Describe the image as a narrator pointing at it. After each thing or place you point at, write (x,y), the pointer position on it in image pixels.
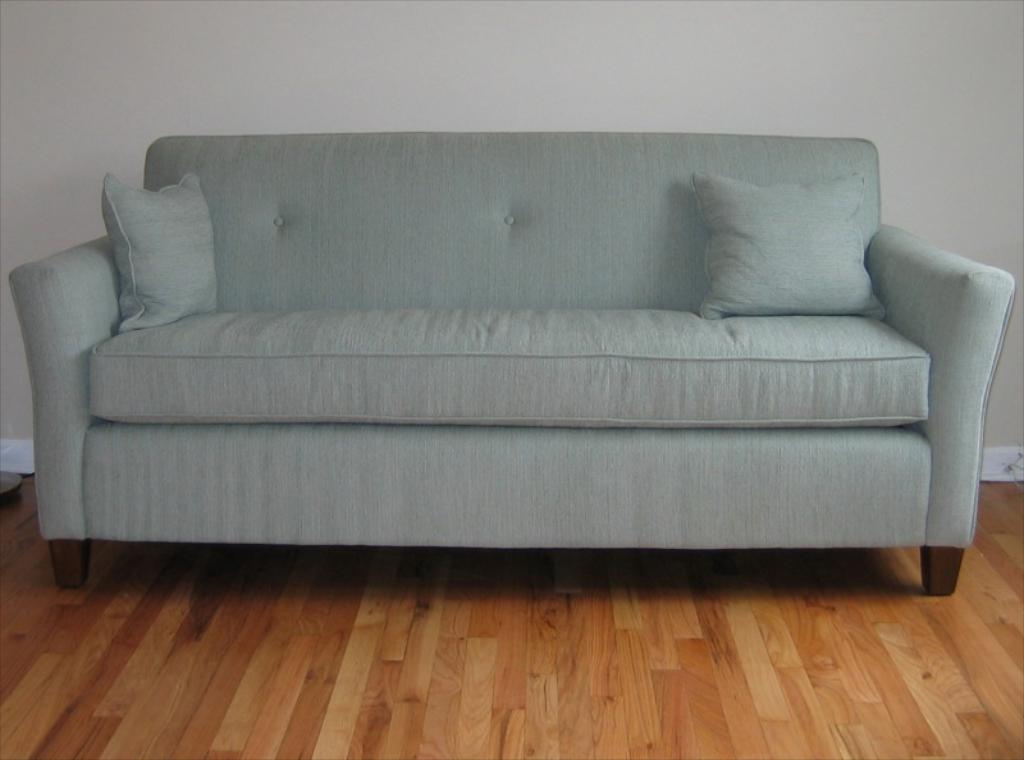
There is a room (219,86). There is a sofa (413,402) in a room (5,416).
